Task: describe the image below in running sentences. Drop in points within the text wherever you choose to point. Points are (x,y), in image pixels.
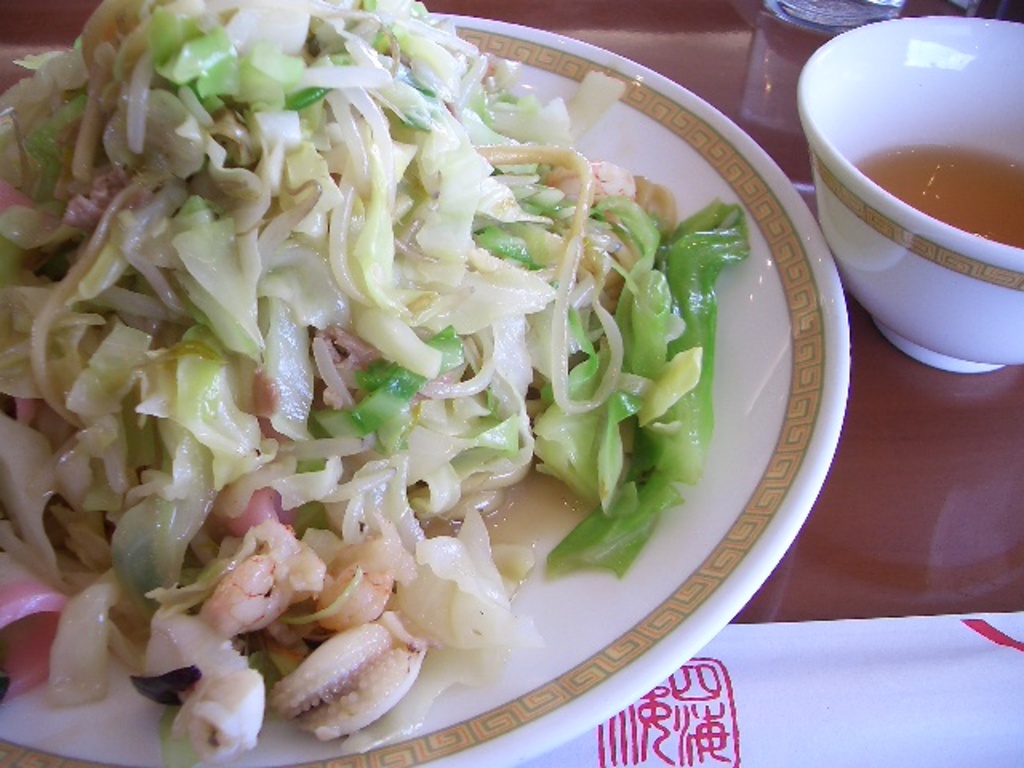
There is an edible (350,420) placed in the plate (563,609) and there is a soup (925,199) in the bowl (921,215) placed beside it.
